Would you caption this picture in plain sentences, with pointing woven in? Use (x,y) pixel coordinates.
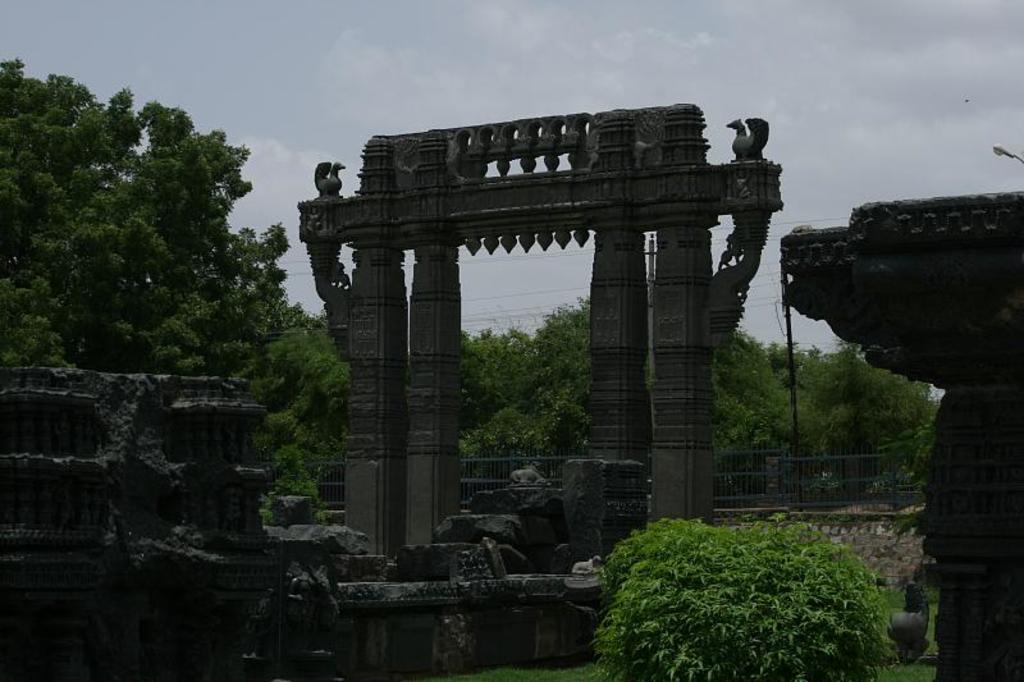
In the picture we can see some grass surface (902,676) with some plants (828,551) on it and behind it, we can see some historical constructions (444,629) and behind it, we can see, full of trees (135,289) and behind it we can see a sky (456,96) with clouds (721,56).
